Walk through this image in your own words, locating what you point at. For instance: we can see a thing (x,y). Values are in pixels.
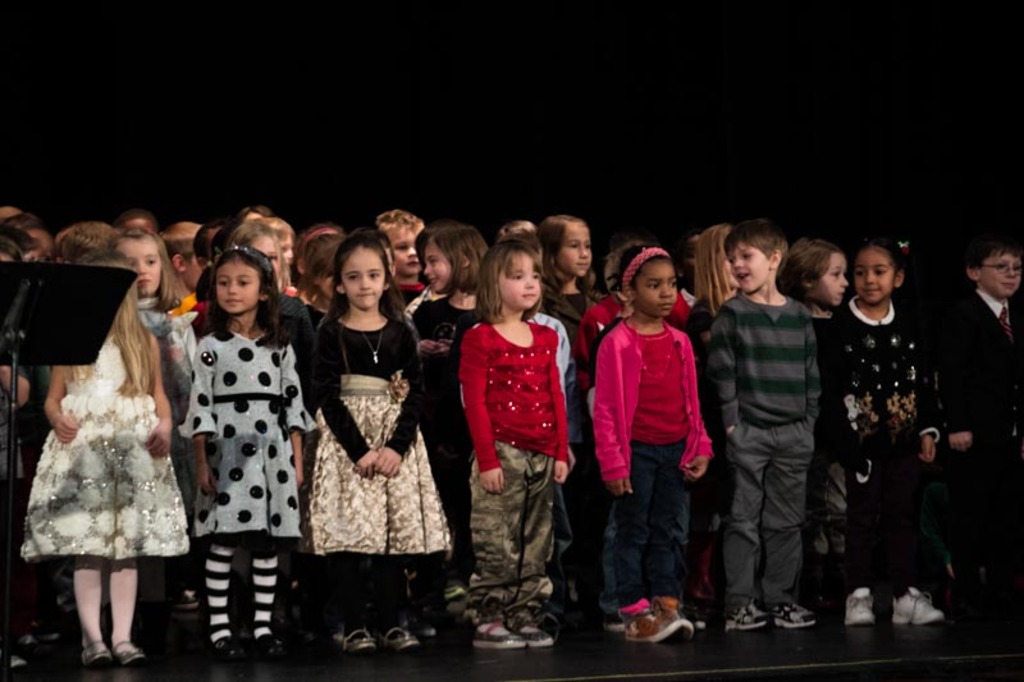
In this image I can see few children (833,452) standing on the stage (634,677). On the left side (50,341) there is a metal stand (29,331). The background (377,178) is in black color.
